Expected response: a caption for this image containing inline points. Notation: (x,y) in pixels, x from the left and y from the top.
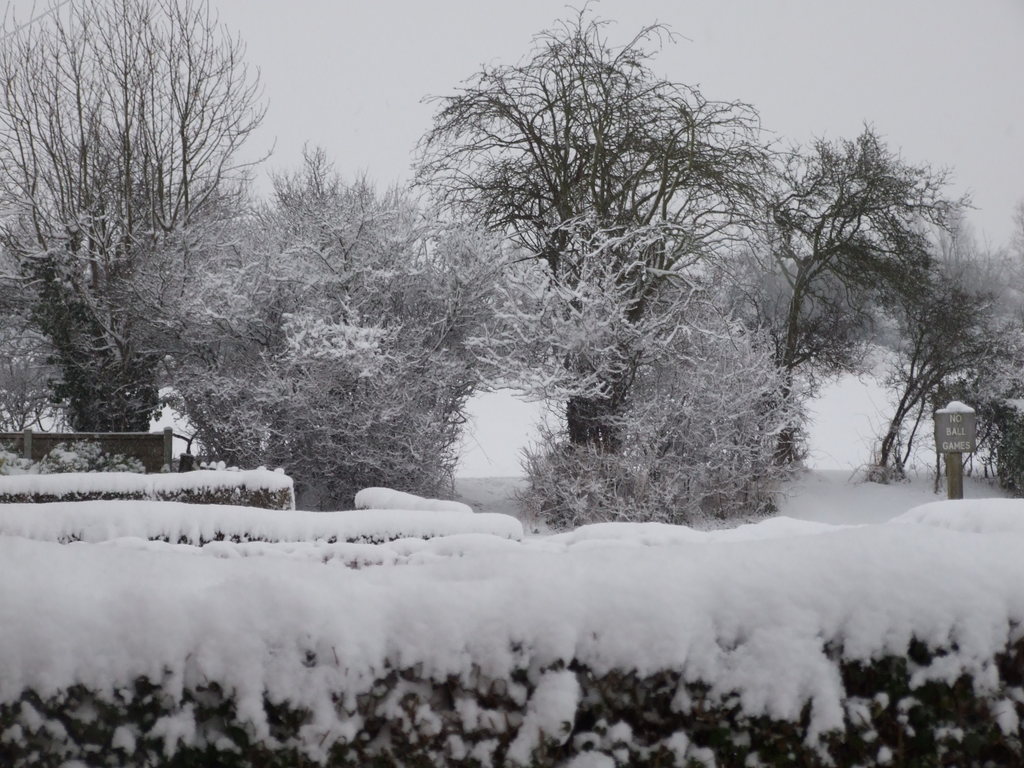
In this picture there are trees (454,307) at the top side of the image (813,250) and there is snow (251,476) around the area of the image.
